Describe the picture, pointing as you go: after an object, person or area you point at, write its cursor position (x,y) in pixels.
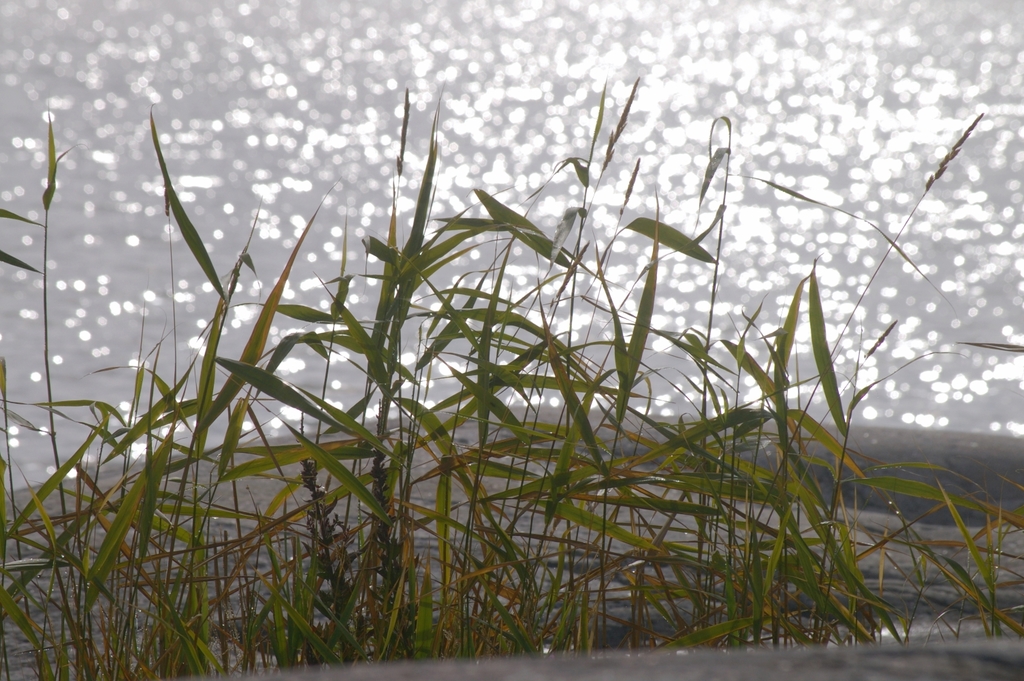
These are the grasses (559,498) and this is water (475,82).
